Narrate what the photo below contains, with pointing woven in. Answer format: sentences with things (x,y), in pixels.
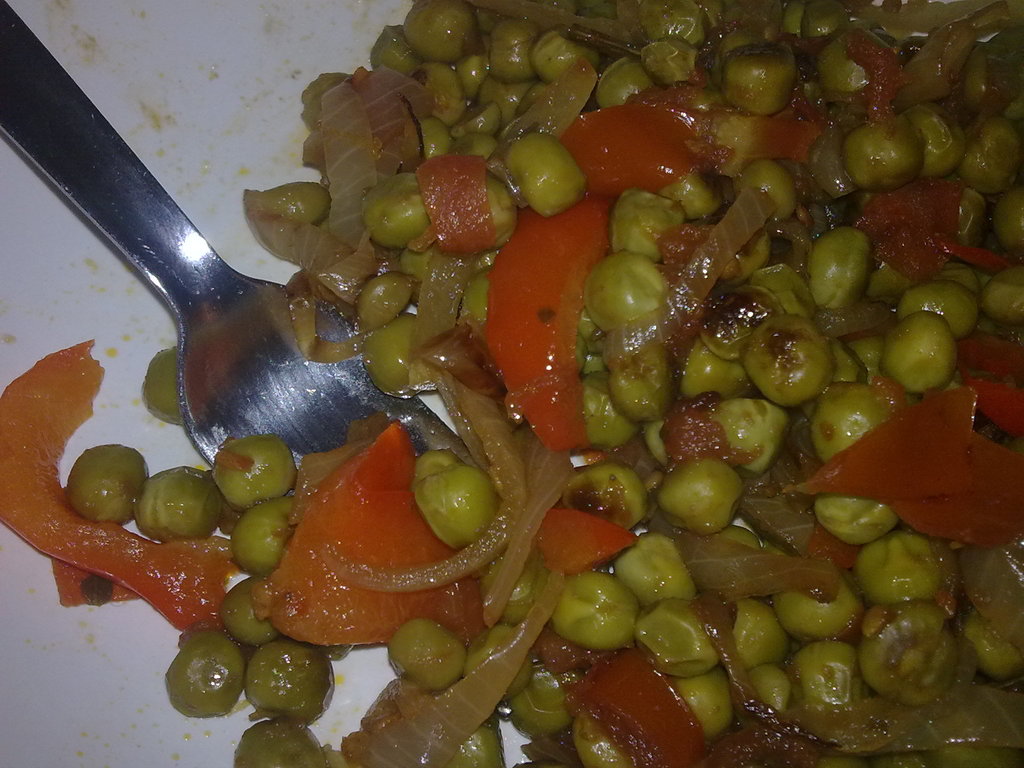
In this image, we can see some food item (404,323) and a fork (249,375) in a white colored object (0,301).
